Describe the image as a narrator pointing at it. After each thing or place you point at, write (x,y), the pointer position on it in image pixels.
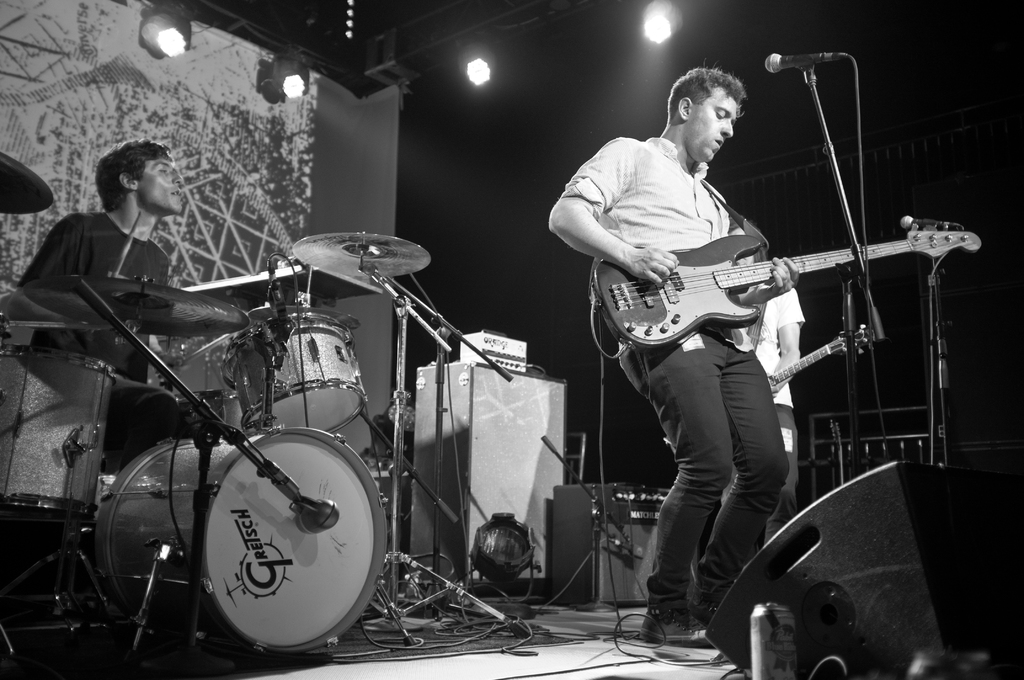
This picture shows two men (690,106) playing guitar (816,264) holding in hands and we see a microphone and we see a man (124,182) seated and playing drums (163,595) and we see few lights (166,40) on the top (662,17).
